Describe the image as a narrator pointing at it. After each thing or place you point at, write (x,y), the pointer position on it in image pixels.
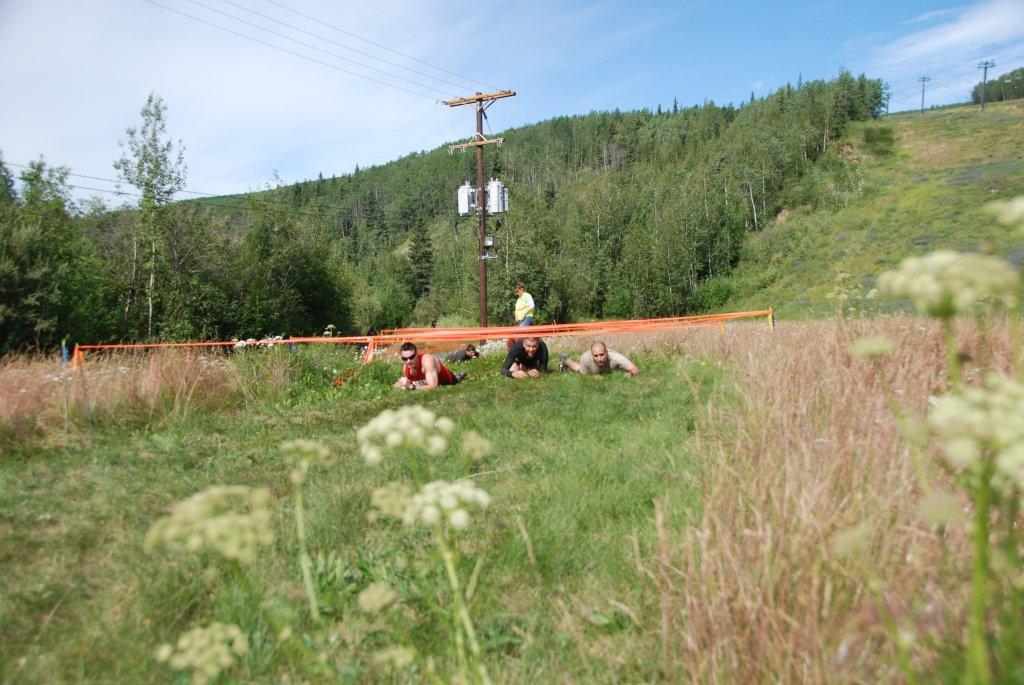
In this image in the center (520,368) there are three persons (431,379) lying, and it seems that they are doing something. And there are some stripes (355,338), at the bottom (465,550) there is grass (743,477) and some plants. In the center (481,247) there is a pole (484,264) and some objects (468,197) and wires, and in the background (402,276) there are some trees (981,83) poles (984,69). At the top (796,80) there is sky (348,16).
